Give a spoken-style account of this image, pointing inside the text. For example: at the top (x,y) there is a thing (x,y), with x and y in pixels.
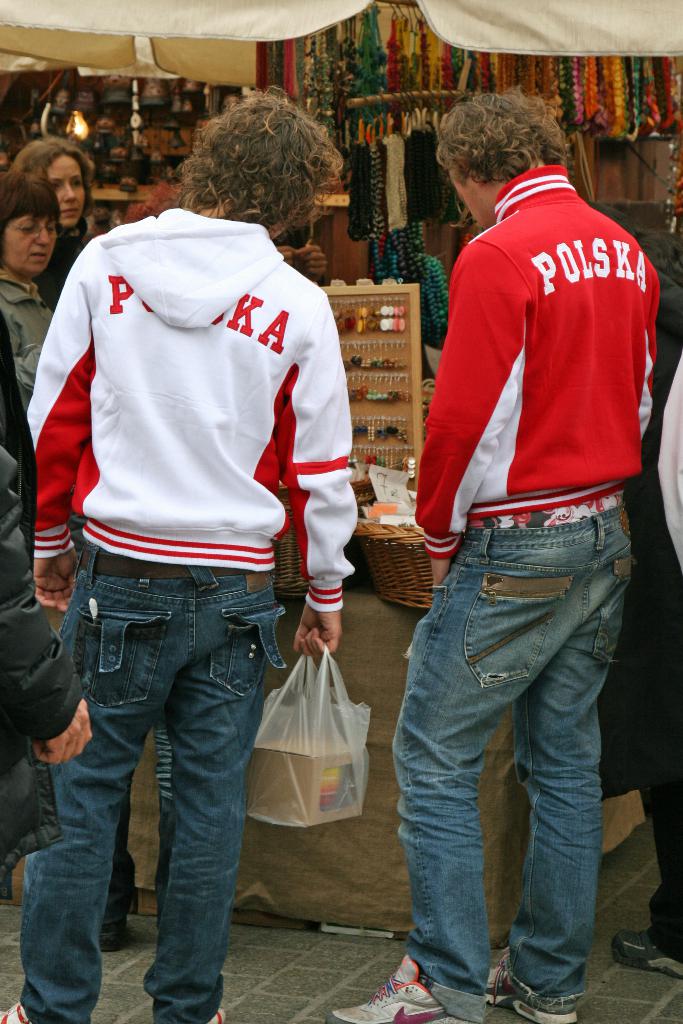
In this image we can see a store (385,142). There are many objects (331,92) in the store (660,193). There are few people (233,141) in the image. We can see a person (246,724) holding an object (290,735). There is a light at the left side of the image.
